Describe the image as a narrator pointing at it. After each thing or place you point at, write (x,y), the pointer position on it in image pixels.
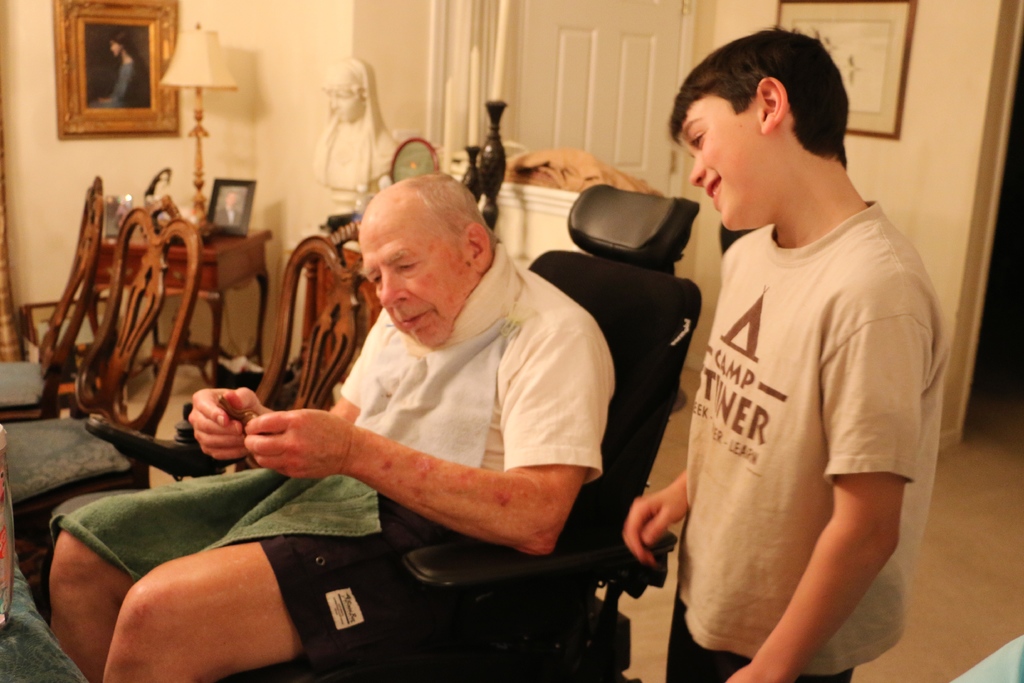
In this image we can see a man (534,362) sitting on a chair (546,599). We can also see a cloth (225,516) on his lap (239,514) and a child (846,493) standing beside him. On the backside (581,137) we can see some chairs (306,402), a table (228,263) containing a lamp (202,221) and a photo frame (216,217) on it, the sculpture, a door (578,113) and some photo frames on a wall (252,173). On the left bottom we can see an object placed on the surface (46,627).
